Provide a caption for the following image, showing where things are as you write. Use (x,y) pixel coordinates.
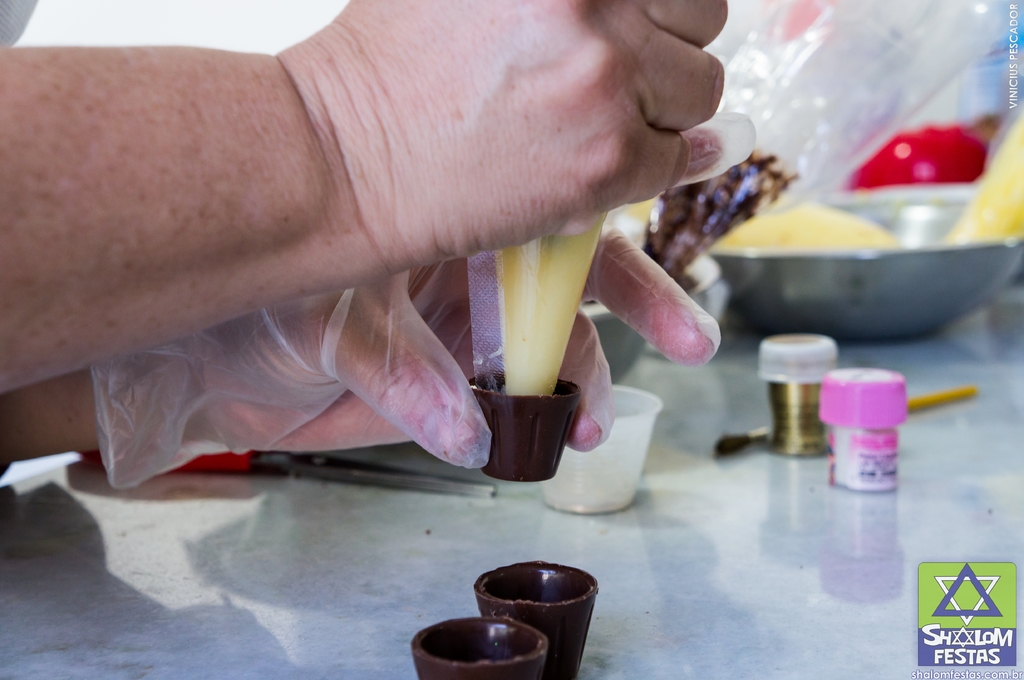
In this picture we can see a person's hand (469,233) holding the small chocolate cups (531,419) and filling with cream (549,317). Behind we can see pink and golden bottle (795,404) and plastic covers (762,183).
